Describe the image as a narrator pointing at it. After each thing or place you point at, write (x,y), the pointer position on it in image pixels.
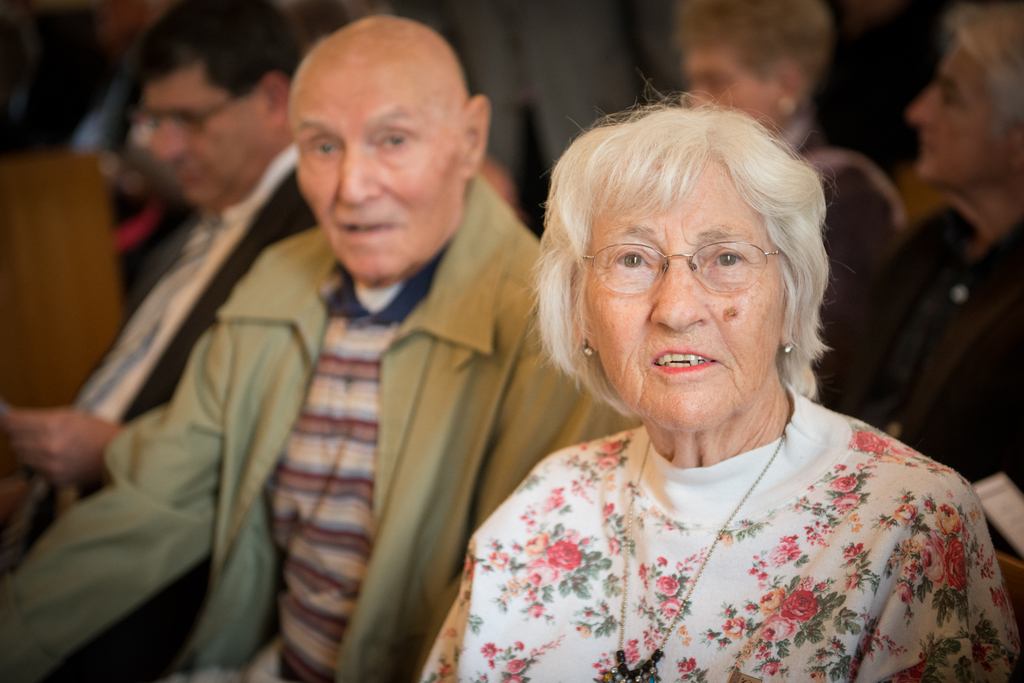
There is an old woman (673,329) on the right side (776,379). Beside her there is an old man (292,270). In the background (292,147) there are so many people (733,97). The old woman (715,258) is wearing the specs (668,261). The old man (457,368) is wearing the jacket (387,437).
